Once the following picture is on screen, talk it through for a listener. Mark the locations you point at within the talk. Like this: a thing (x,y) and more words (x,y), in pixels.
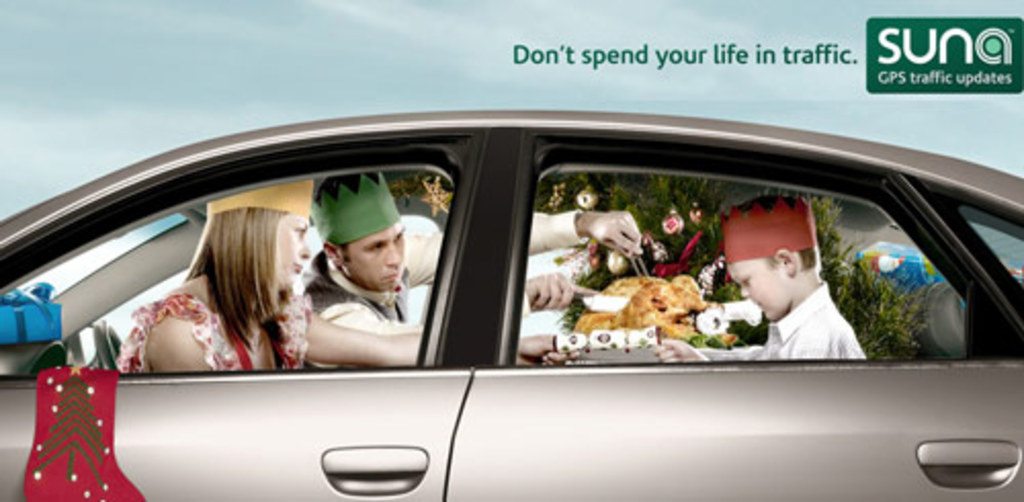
In this picture we can see one poster (419,331). And there are three persons (337,316) in the car (447,323) and this is some food (633,316).
